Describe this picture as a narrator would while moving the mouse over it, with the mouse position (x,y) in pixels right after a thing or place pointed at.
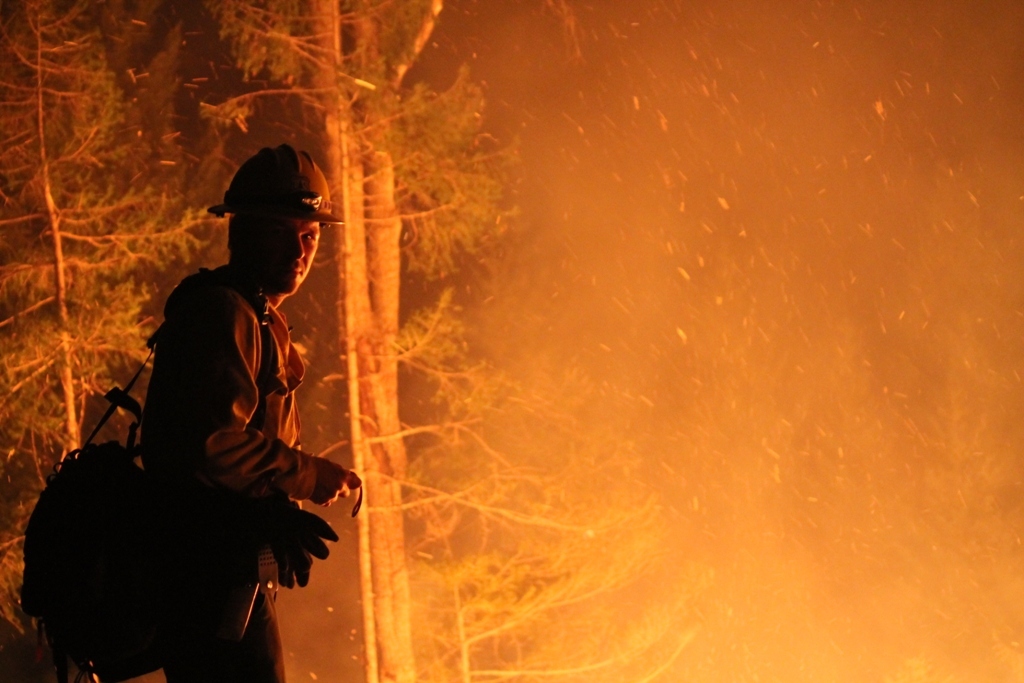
In this image there is a person (198,479) wearing a bag (90,640). In the background of the image (9,97) there are trees (402,140) and smoke (785,235).
